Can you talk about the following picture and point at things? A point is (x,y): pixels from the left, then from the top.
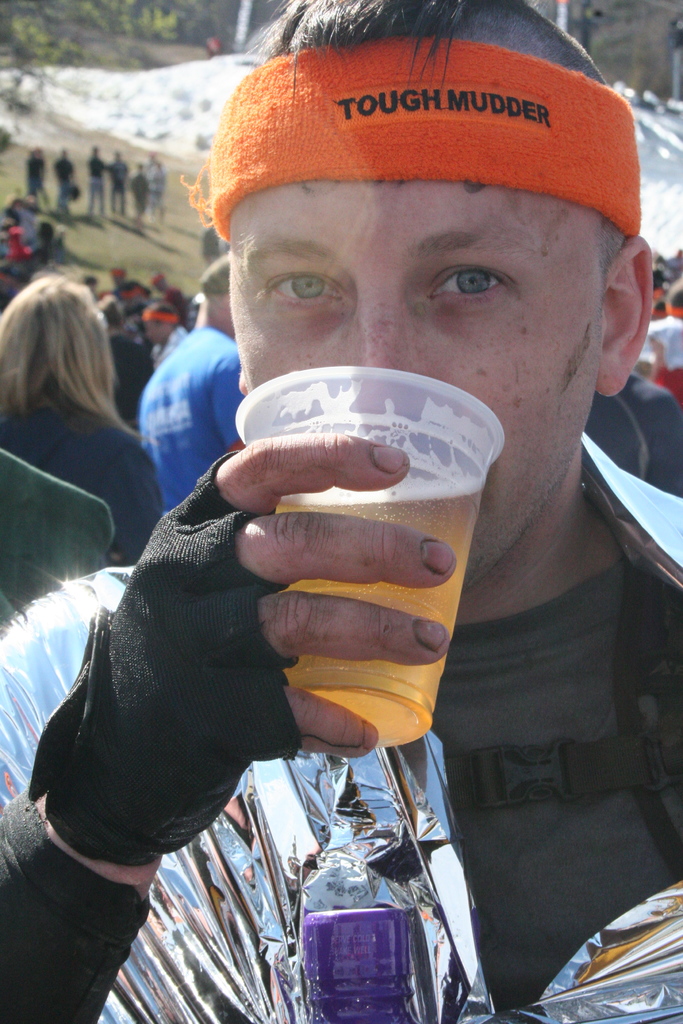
In this picture we can see man (431,544) holding glass (253,420) in his hand (370,483) with drink (353,496) in it and drinking and in background (152,185) we can see some more persons (117,161) standing, tree (65,60).
